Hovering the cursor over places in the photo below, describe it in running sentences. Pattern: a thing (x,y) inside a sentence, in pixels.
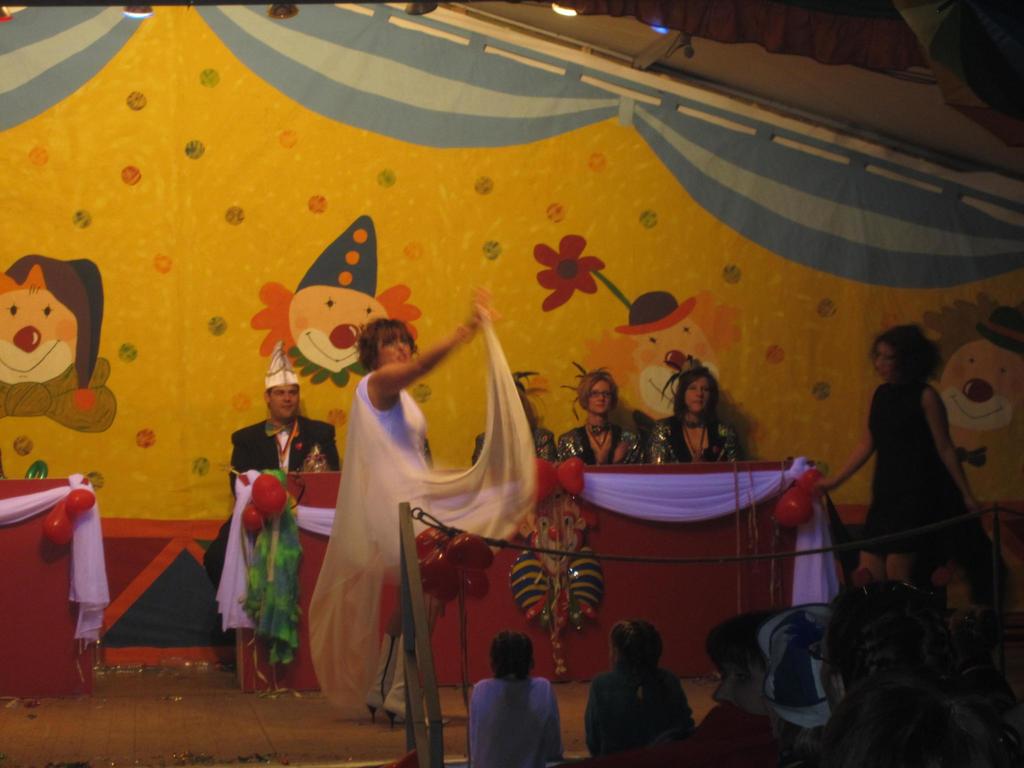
Here I can see few people (360,537) wearing costumes (673,451) and doing some actions on the stage (234,727). In the background (367,205), I can see the curtain (412,259) on which I can see few cartoon images (100,329). At the bottom of the image (641,727) there are some people (827,703) looking at the people (561,437) who are on the stage (137,720).
